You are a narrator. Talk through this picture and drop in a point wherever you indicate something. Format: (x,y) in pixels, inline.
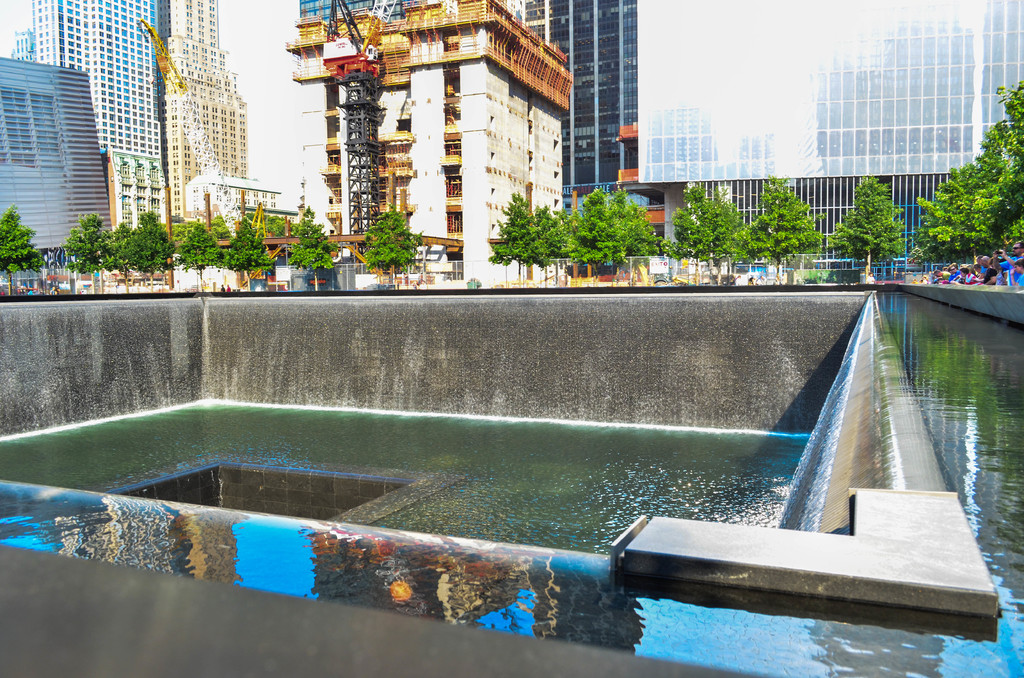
This is an outside view. At the bottom (190,583) there is a fountain (271,352). In the background (445,230) there are many trees (522,213) and buildings (482,113). On the right side (946,273) there are few people (977,271).
